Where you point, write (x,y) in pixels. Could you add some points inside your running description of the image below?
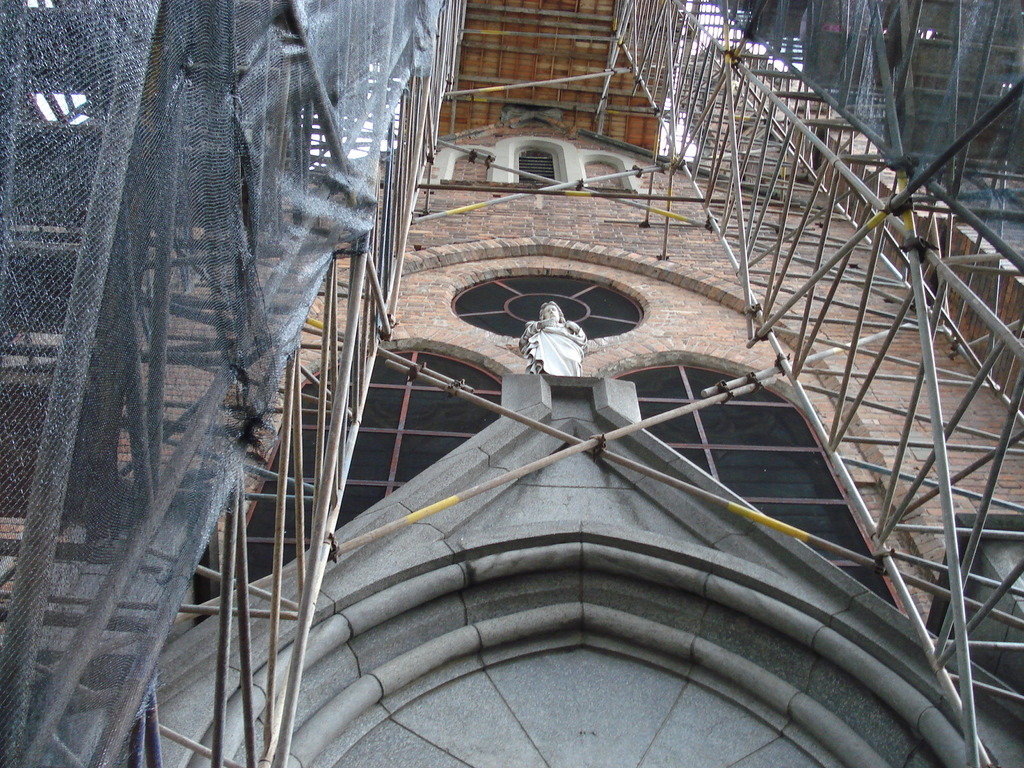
In this image I can see there is a construction of a building (549,380). In the middle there is the statue (570,365).
